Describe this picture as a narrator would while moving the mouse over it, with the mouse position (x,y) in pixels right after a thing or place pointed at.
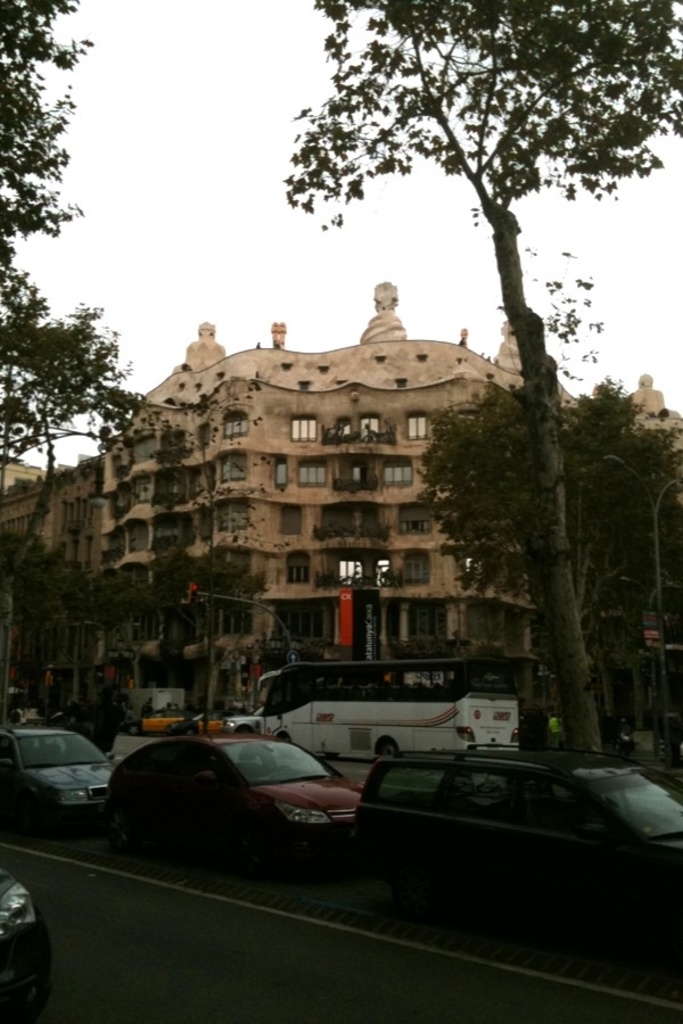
In the image we can see there are cars (4,902) and a bus (337,733) are parked on the road (214,942) and there are trees (574,472). There are buildings (312,454) and there is a clear sky (252,204).
